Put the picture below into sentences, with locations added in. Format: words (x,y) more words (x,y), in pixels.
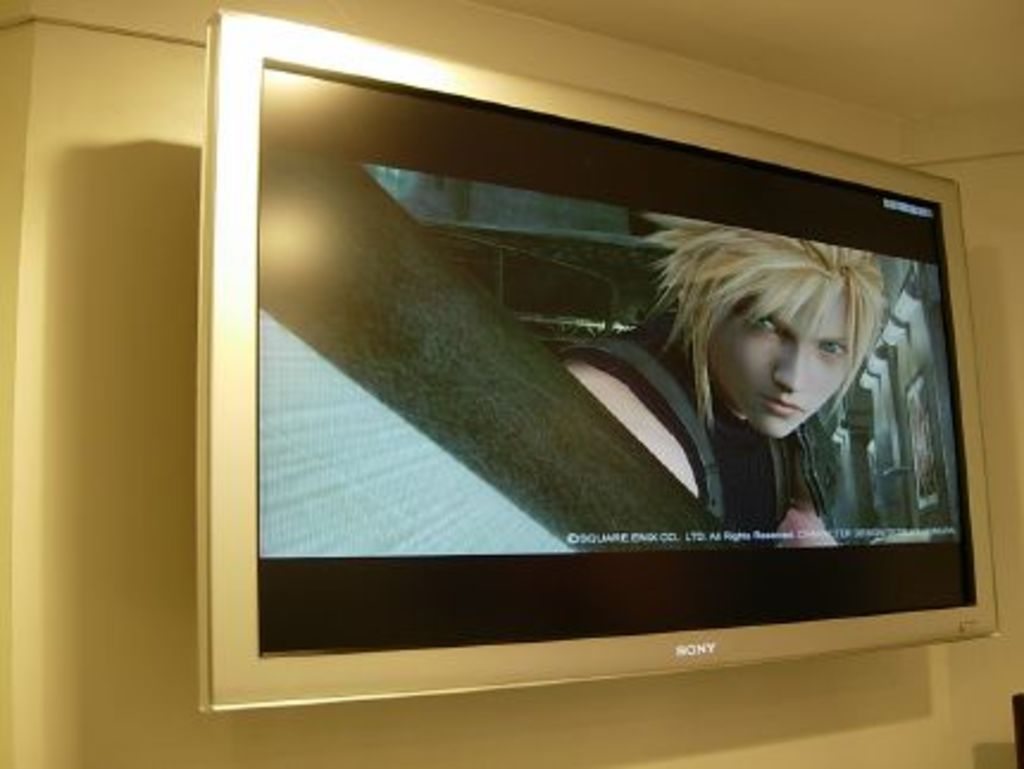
In this picture there is a Sony television (616,498) which is attached to the wall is displaying a picture (603,386) on it.
